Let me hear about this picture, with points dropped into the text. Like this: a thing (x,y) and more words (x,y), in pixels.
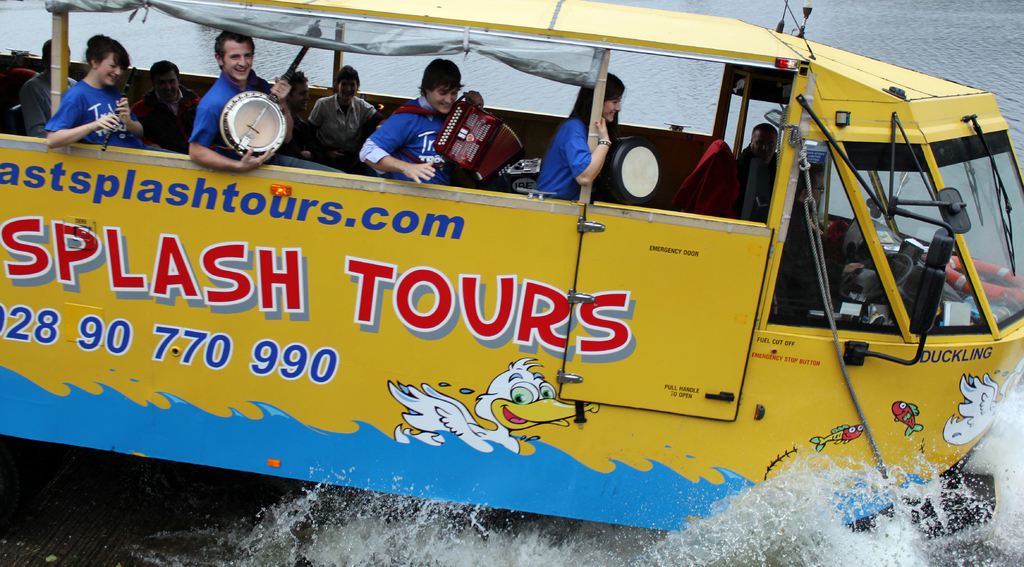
In this image I can see the vehicle (456,266) which is in yellow color. I can see something is written on it. There are few people (378,163) sitting on the vehicle (434,186) and these people (219,136) are holding the musical instruments (248,138). In the background (774,11) I can see the water (680,78).
